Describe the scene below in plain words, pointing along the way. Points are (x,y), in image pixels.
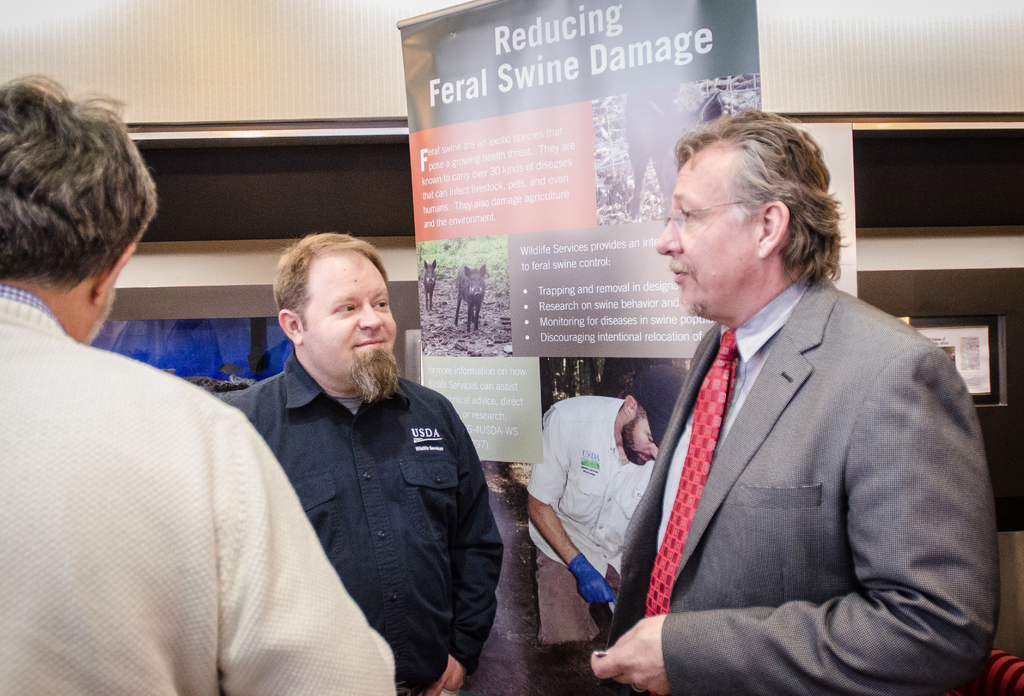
In the image we can see there are three men (494,552) standing and wearing clothes (320,545). Here we can see the banner (565,344), on it there is a text (595,325) and some pictures (583,454) and we can see the wall (276,55).
